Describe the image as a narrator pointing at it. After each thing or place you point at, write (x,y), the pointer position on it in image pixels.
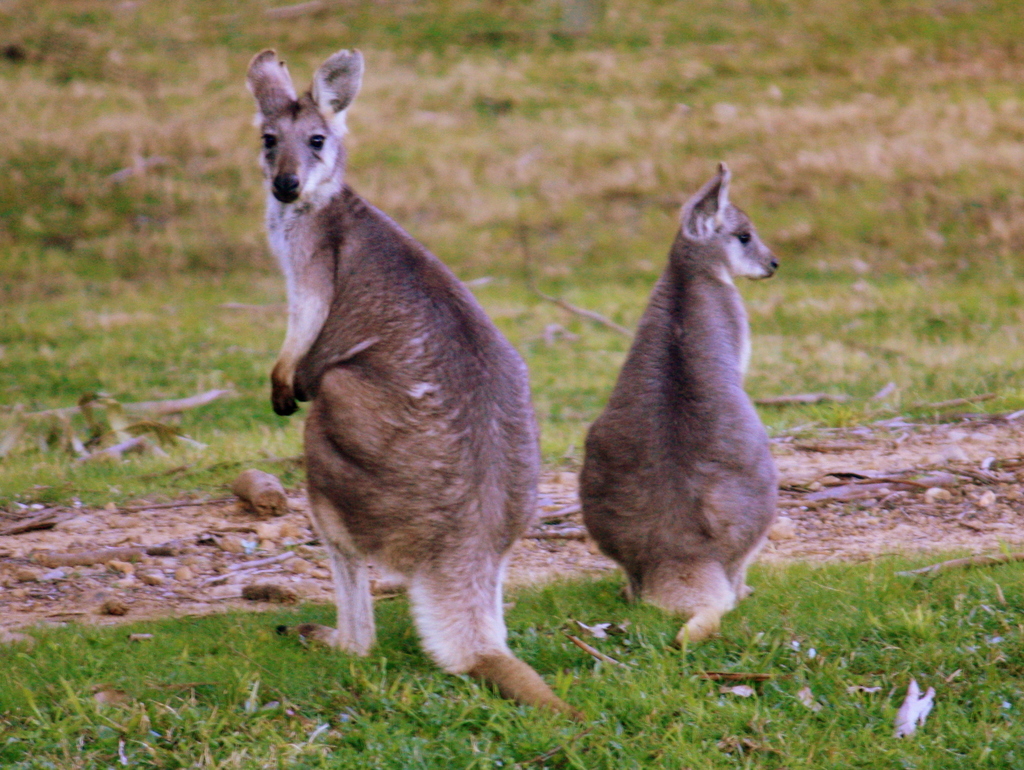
In the foreground of this image (423,502), there are two kangaroos (509,536) on the grass (585,711). In the background (617,64), there is a grassland (607,62).
